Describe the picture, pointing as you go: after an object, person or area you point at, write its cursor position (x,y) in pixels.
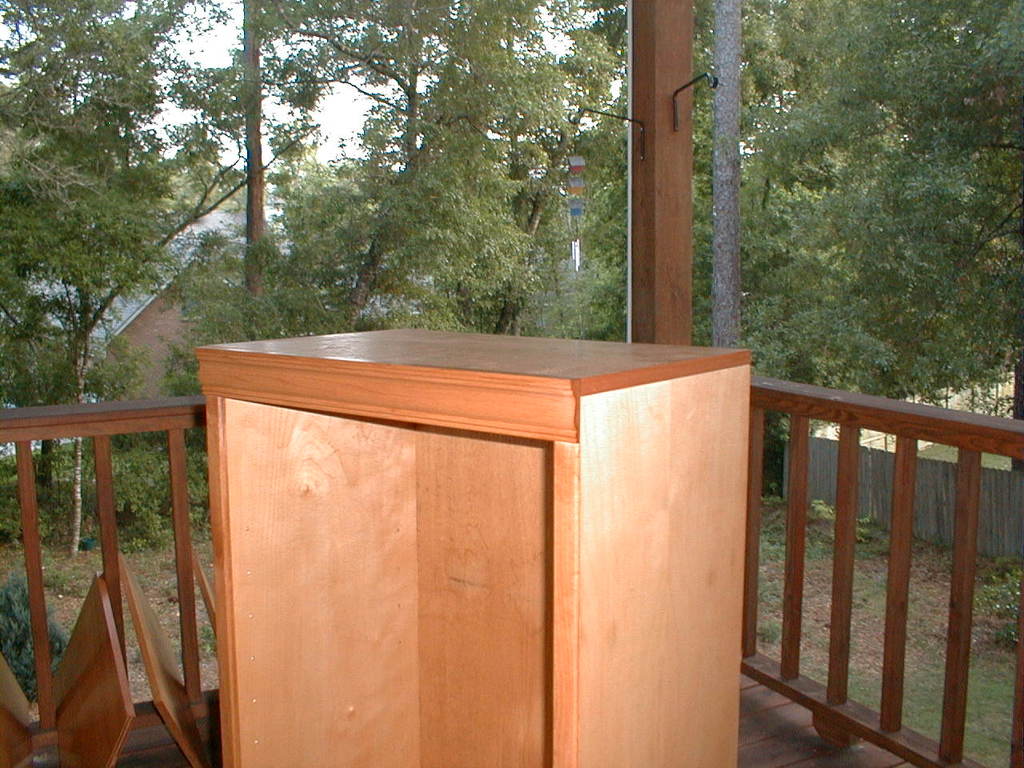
Here I can see a podium (322,473), behind this there is a wooden railing (838,586). On the left side (97,693) there are few wooden plank (100,713). In the background (376,234) there are many trees (414,113) and also I can see a house (172,276). At the top of the image (346,124) I can see the sky (358,117). On the right side (942,505) there is a fencing (946,519) and I can see the plants (977,604) and grass (937,651) on the ground (928,642).
